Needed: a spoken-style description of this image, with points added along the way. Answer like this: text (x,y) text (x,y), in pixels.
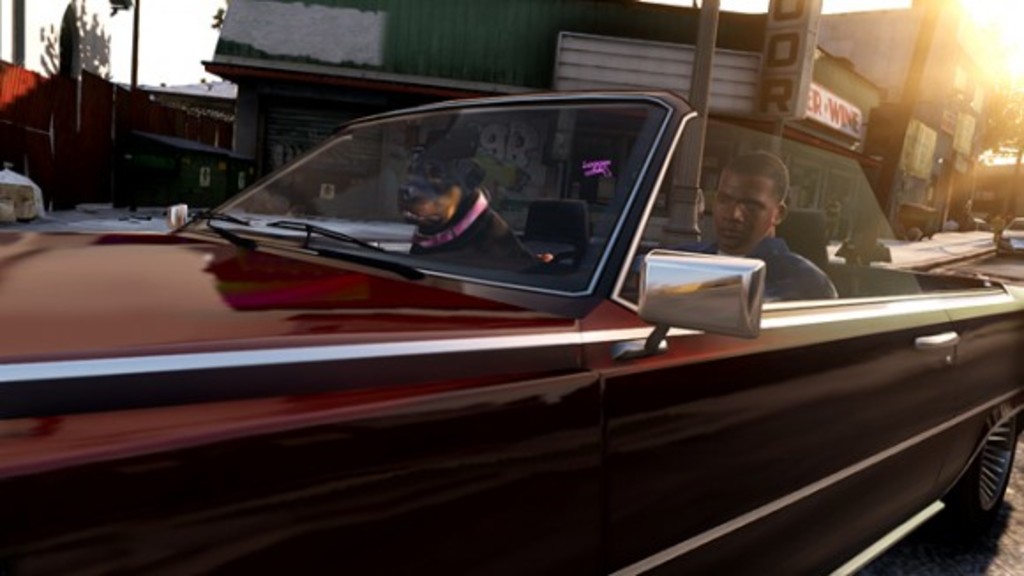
Here we can see a person (790,269) and a dog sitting inside a car (566,521) which is on the road (980,538). In the background (830,94) we can see a building (918,151) and trees (1008,118).
